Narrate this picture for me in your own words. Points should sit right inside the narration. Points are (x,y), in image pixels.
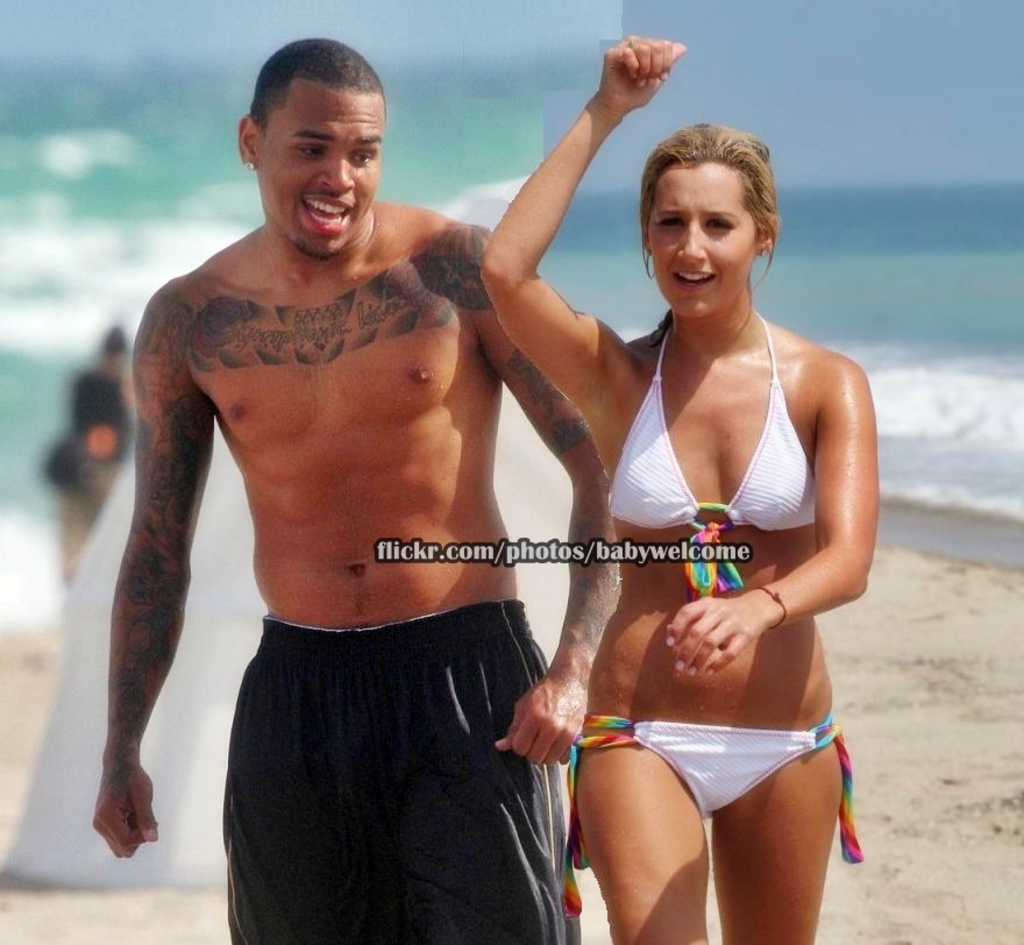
In the center of the image (642,490), we can see a man (425,469) and a lady (661,657) and we can see some text (616,559). In the background (790,234), there is water (923,542) and sand (876,659) and another person (96,454).
